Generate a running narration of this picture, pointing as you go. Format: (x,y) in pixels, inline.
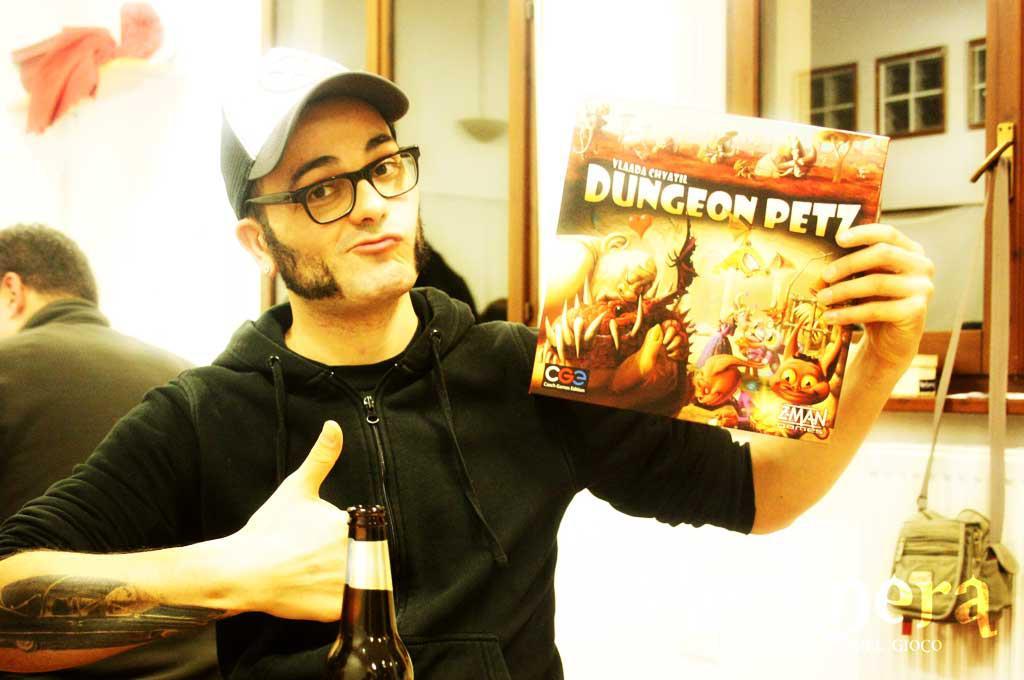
In this image we can see this person (589,487) wearing black sweater (217,446), spectacles (343,210) and cap (313,69) is holding a card (717,310) in his hand (874,266). Here we can see a bottle (363,598) and tattoo (101,601) on his hand (133,585). In the background (936,351), we can see this person (100,350), glass windows (411,86) and a bag (957,552) here.
